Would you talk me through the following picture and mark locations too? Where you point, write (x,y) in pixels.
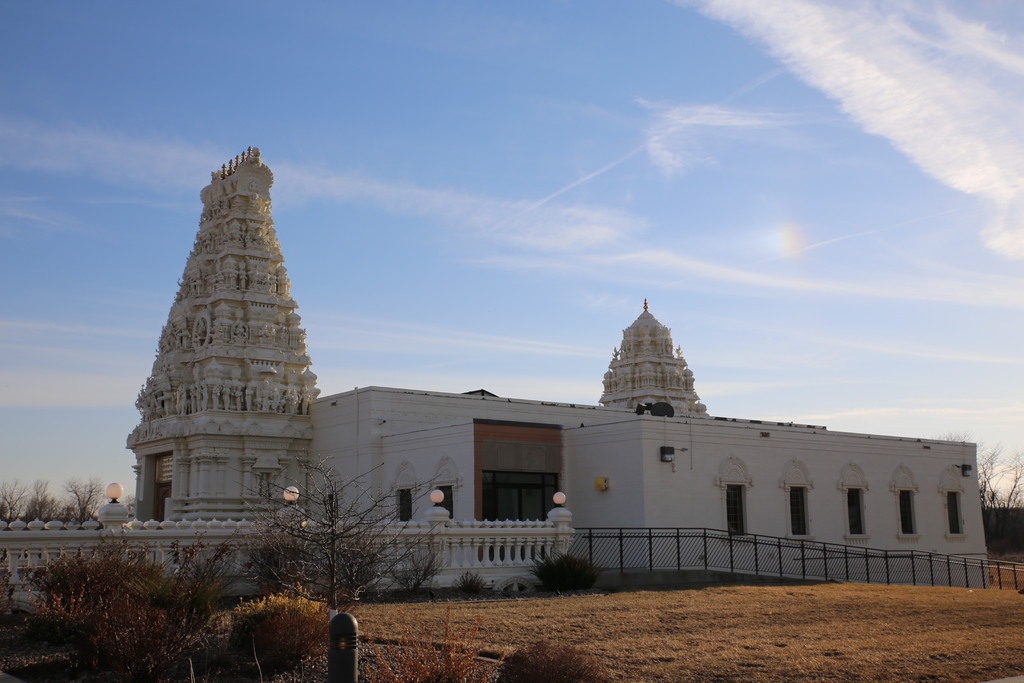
In this image in front (910,622) there is grass (460,630) on the surface (638,604). There are plants (291,606). In the center of the image (444,422) there is a temple (801,479). There is a metal fence (827,566). There are lights (120,489). In the background of the image (66,484) there are trees (97,488) and sky (137,85).
